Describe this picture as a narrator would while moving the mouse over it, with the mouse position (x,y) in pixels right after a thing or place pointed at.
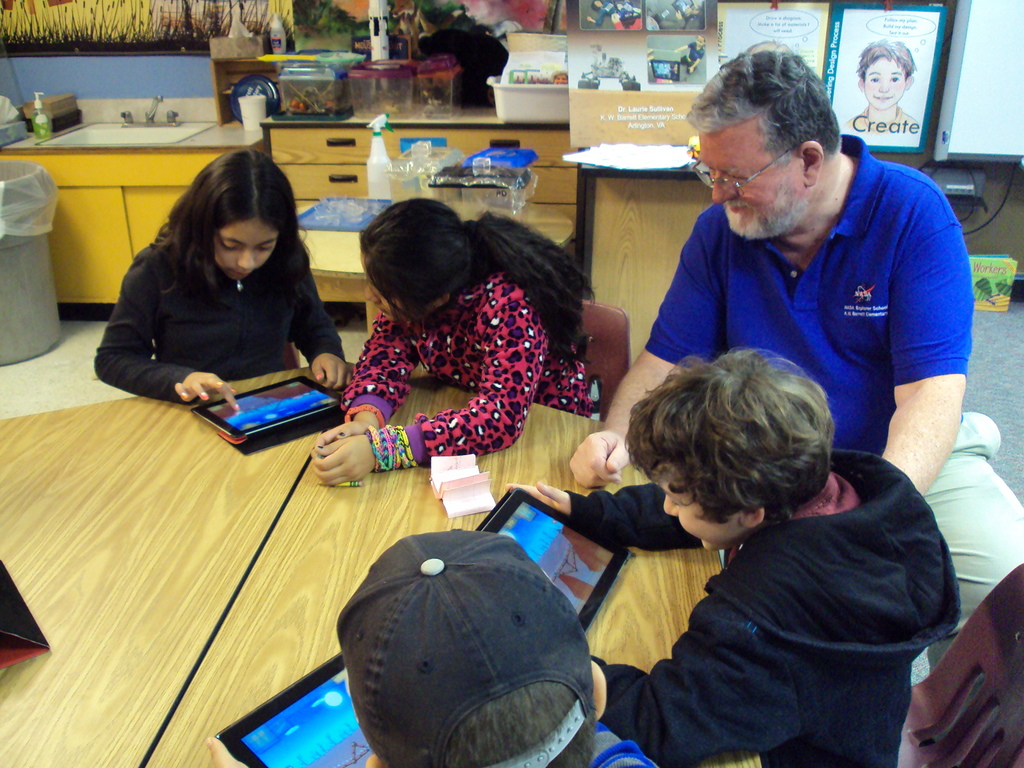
In this image we can see persons (860,498) sitting around the table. On the table (446,518) we can see tablets (332,702) and papers (438,483). In the background (108,196) we can see cupboards (141,188), sink (144,131), tap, bottles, glasses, spray bottle (381,151), containers (327,87), photo frames (860,49), books (981,273), television (979,138) and wall (997,187).
